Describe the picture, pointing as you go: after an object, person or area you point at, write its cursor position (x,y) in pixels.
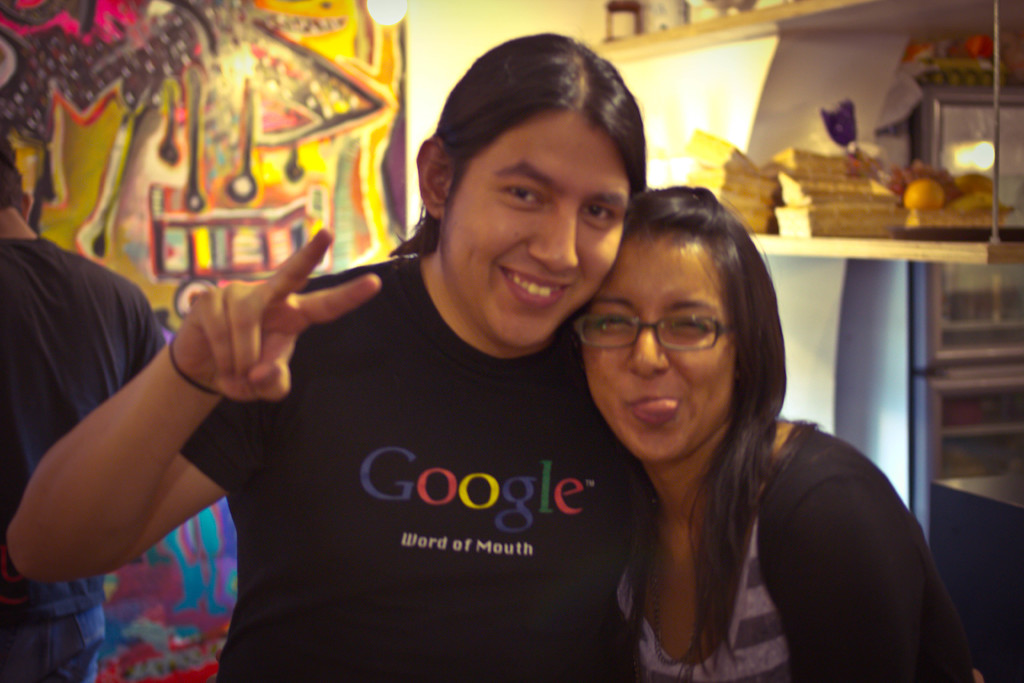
In this image I can see two persons (630,490), the person (613,632) at left (331,560) is wearing black color shirt (539,632). In the background (809,184) I can see few objects (897,224) on the wooden surface (934,244) and I can see the colorful wall (327,128) and the light (395,7).
